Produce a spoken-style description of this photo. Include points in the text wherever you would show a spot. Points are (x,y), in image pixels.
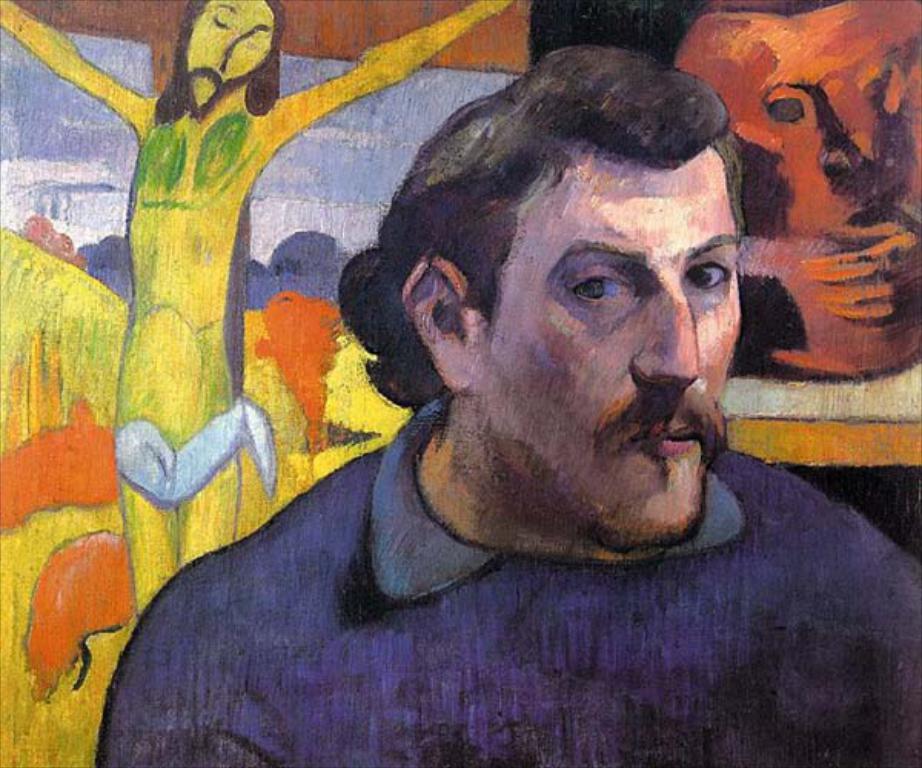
In this picture we can see a painting (22,620) of a man (446,418) and some objects (195,234).
